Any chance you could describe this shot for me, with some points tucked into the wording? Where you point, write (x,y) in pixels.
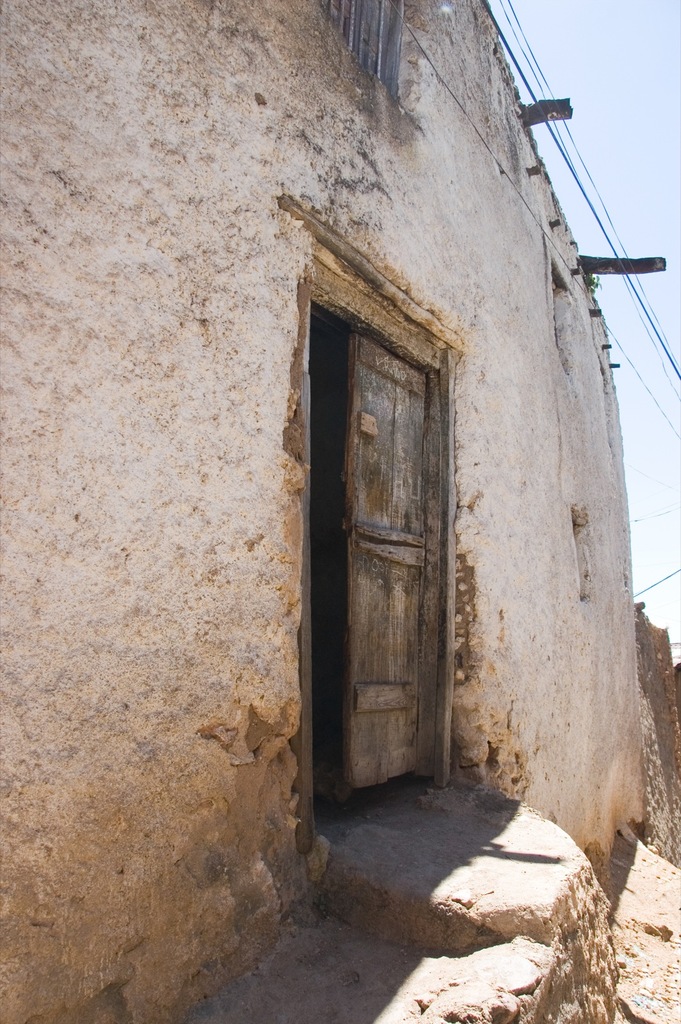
In this picture we can see a house (81,755), there is a door (371,633) in the middle (411,589), we can see the sky (627,223) and wires (622,245) at the top of the picture (629,226).
